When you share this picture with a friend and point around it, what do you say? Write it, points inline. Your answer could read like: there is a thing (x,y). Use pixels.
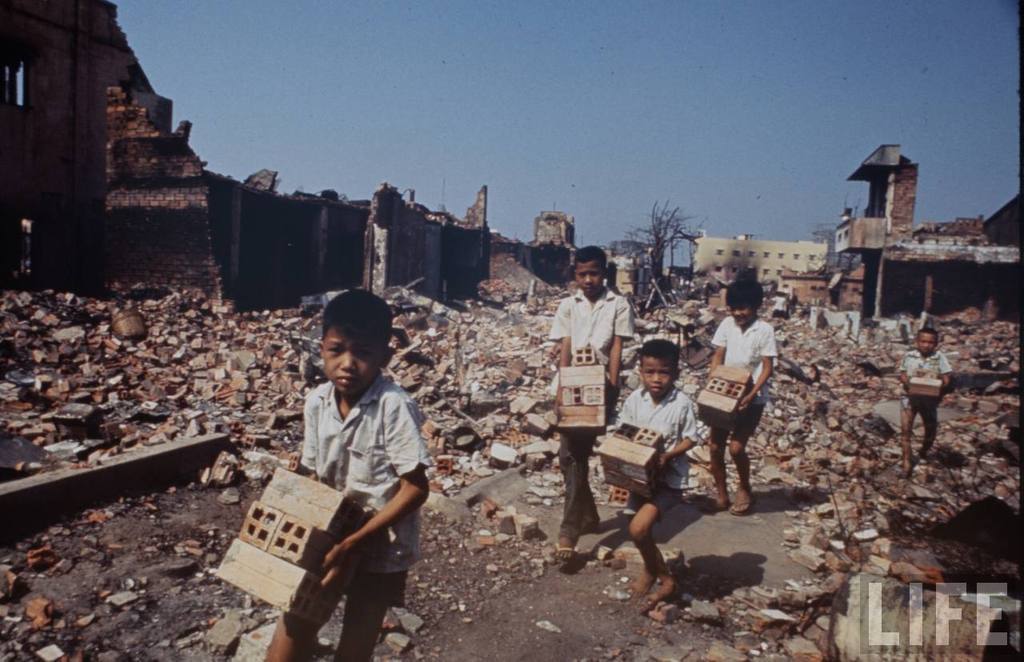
This is an outside view. Here I can see few children (925,404) holding bricks (294,535) in the hands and walking on the ground (507,618). In the background (274,224) there are few buildings (206,272) collapsed and there is a tree (659,241). At the top of the image (665,101) I can see the sky (550,115).
